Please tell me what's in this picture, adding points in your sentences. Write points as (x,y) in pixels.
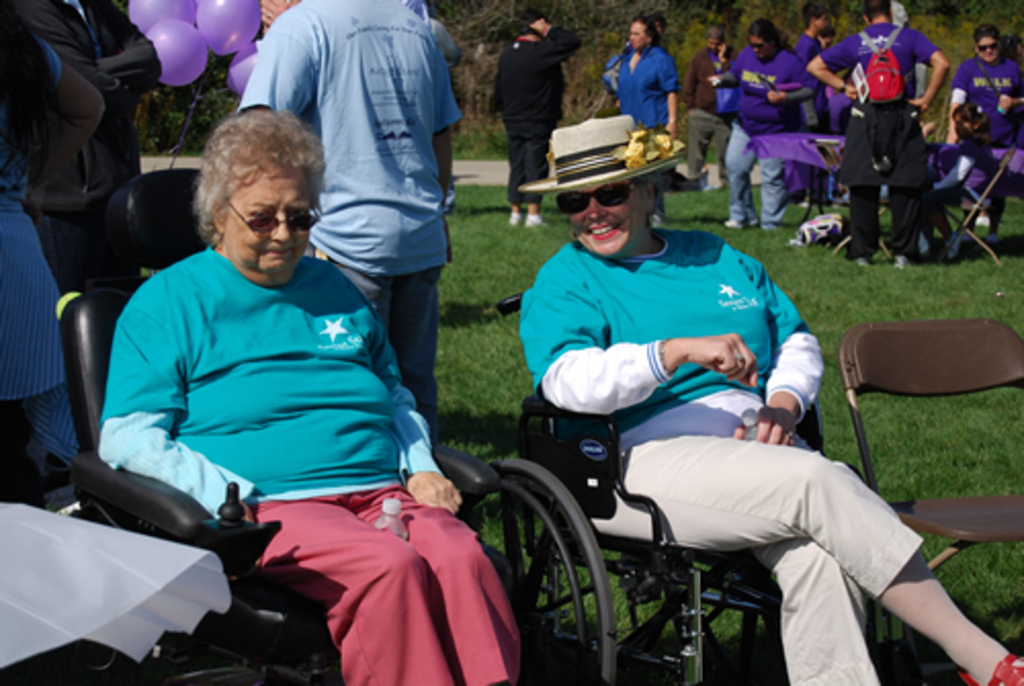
In this image we can see a group of people (350,252). And we can see some people (247,267) sitting in chairs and some (125,36) are standing. And we can see the grass (453,303). And we can see the trees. And we can see the balloons (192,62).
